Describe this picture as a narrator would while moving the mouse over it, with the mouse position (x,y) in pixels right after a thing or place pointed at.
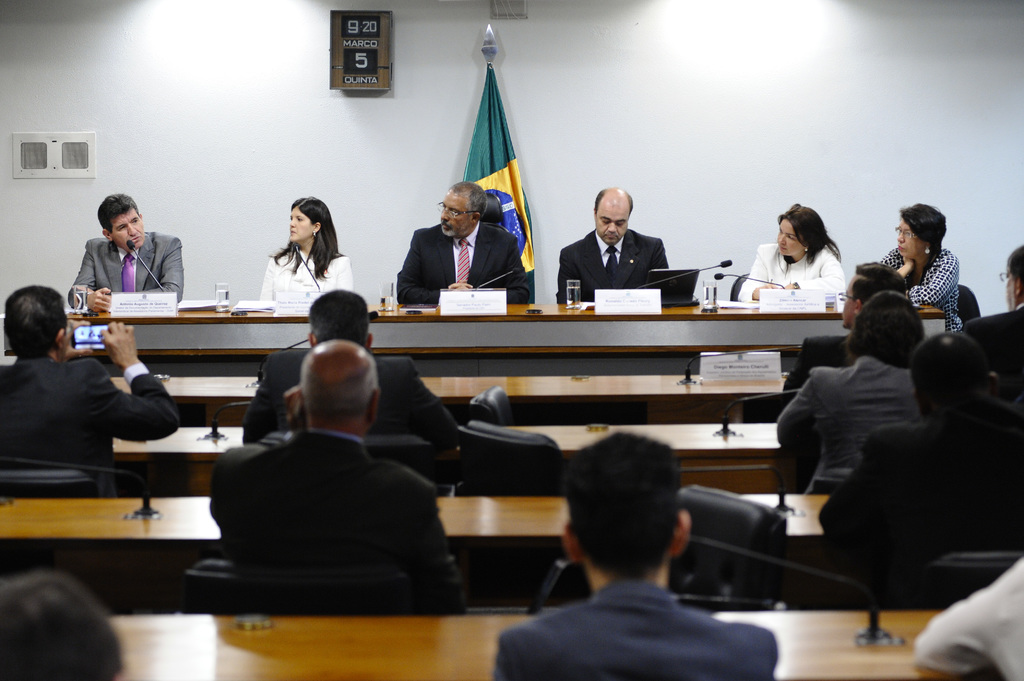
In the foreground of the image (497,424) there are people (274,375) sitting on chairs (728,571). There are tables (782,615) with mics (147,503) on them. In the background of the image (463,214) there are people (463,214) sitting on chairs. In front of them there is a table (190,325) with mics (662,281), glasses (580,285). There is wall (603,55). There is a flag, watch (380,24).
